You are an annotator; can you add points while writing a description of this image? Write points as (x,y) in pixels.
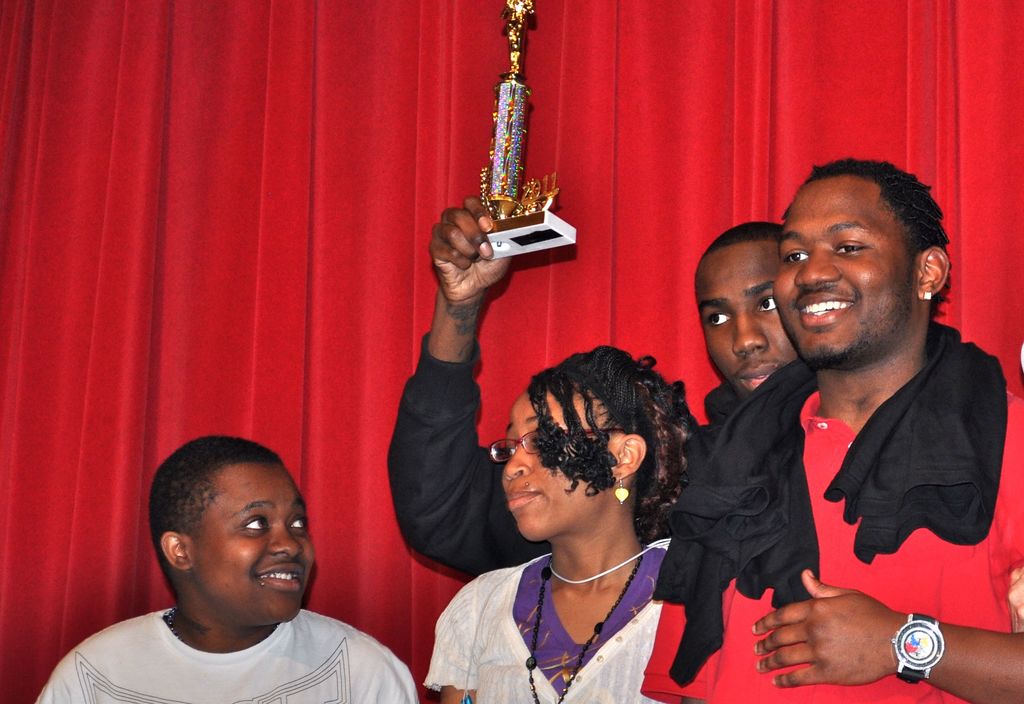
In this picture I can observe four members (636,465). Two of them are smiling. One of them is holding a trophy (501,125) in his hand (483,255). I can observe a girl (515,670) in the middle of the picture (521,428). In the background (288,259) there is a red color curtain (284,198).
